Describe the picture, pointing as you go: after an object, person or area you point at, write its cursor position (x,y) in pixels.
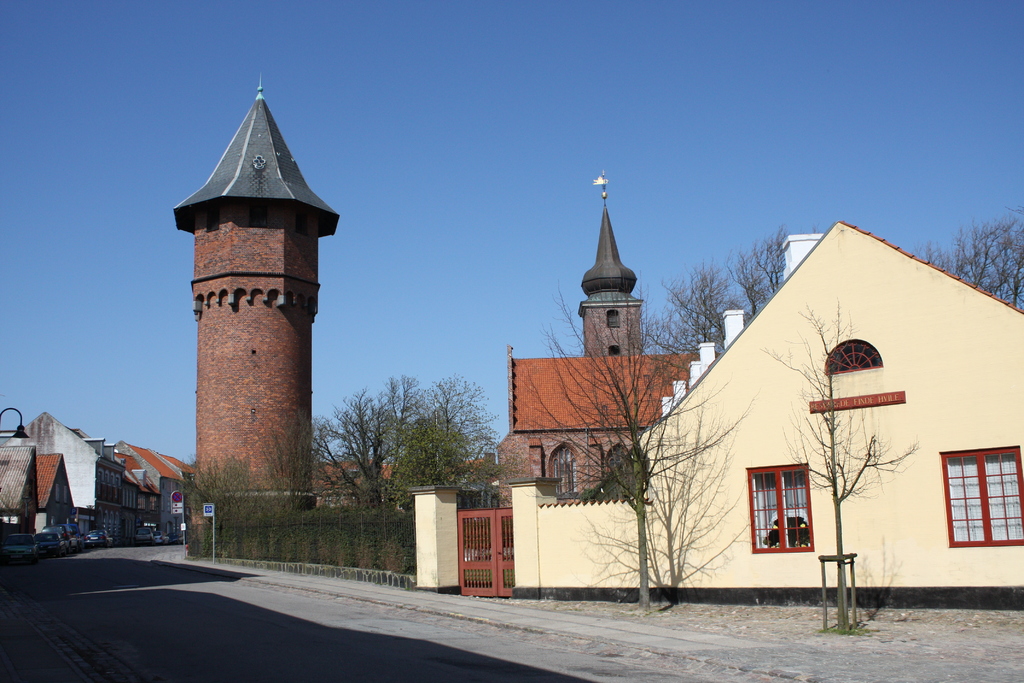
This image consists of many buildings (243,460). At the bottom (223,670), there is a road (489,632). And we can the trees (383,495) in this image. On the left (66,527), we can see the cars (75,542) parked on the road (126,582).
